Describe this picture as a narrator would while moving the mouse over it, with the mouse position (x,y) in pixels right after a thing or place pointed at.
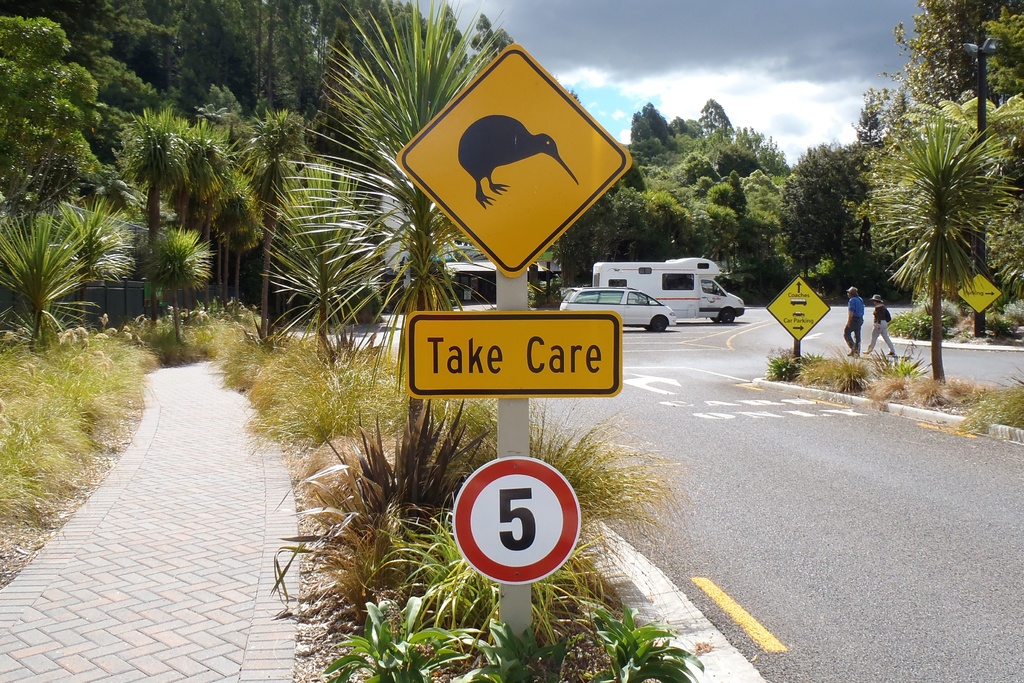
This image is clicked on the road (776,587). To the right (791,544) there is a road (761,511). To the left (126,519) there is a walkway (192,478). There are vehicles (671,289) moving on the road (677,326). There are plants (355,363), trees (235,117) and sign board poles (460,354) on the walkway (223,465). In the background (661,171) there are trees (708,165). At the top (630,54) there is the sky (630,61).
